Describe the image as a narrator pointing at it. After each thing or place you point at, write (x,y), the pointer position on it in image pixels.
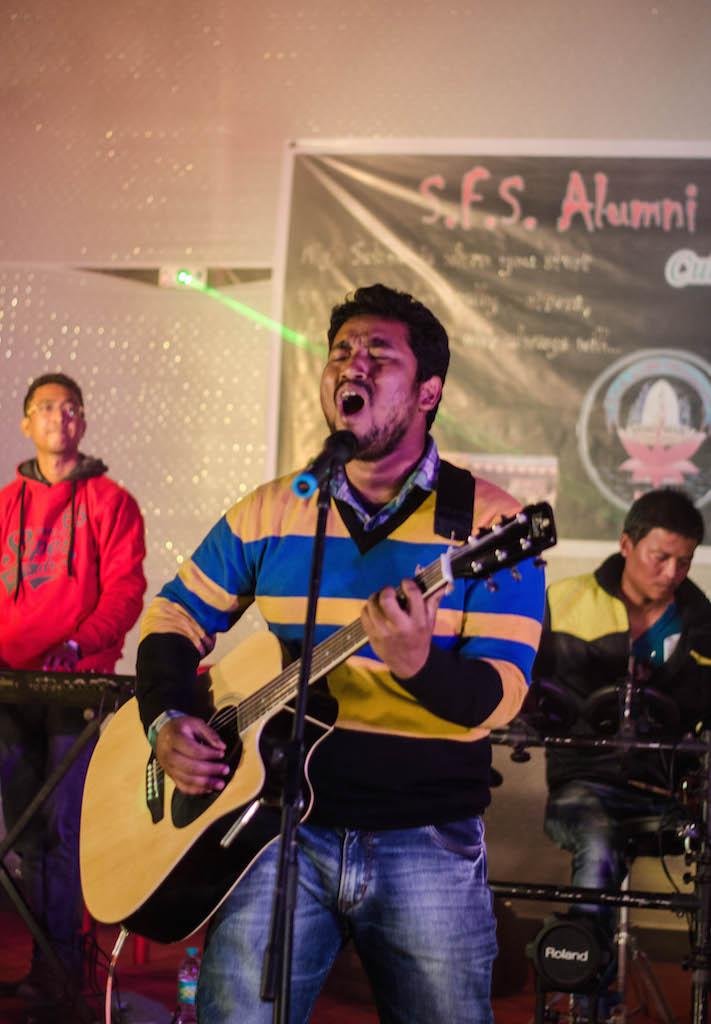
In the image there are three persons (240,576). The man (66,619) to the left (32,572) is wearing red jacket (59,625) and playing keyboard (76,693). The man (389,693) in the middle (346,671) playing guitar (239,670) and singing in the mic (313,615), The man (624,788) to the right (669,743) is playing drums (654,709). In the background (168,228) there is a white cloth (272,107) and a laser light (225,299) with banner (419,208).
